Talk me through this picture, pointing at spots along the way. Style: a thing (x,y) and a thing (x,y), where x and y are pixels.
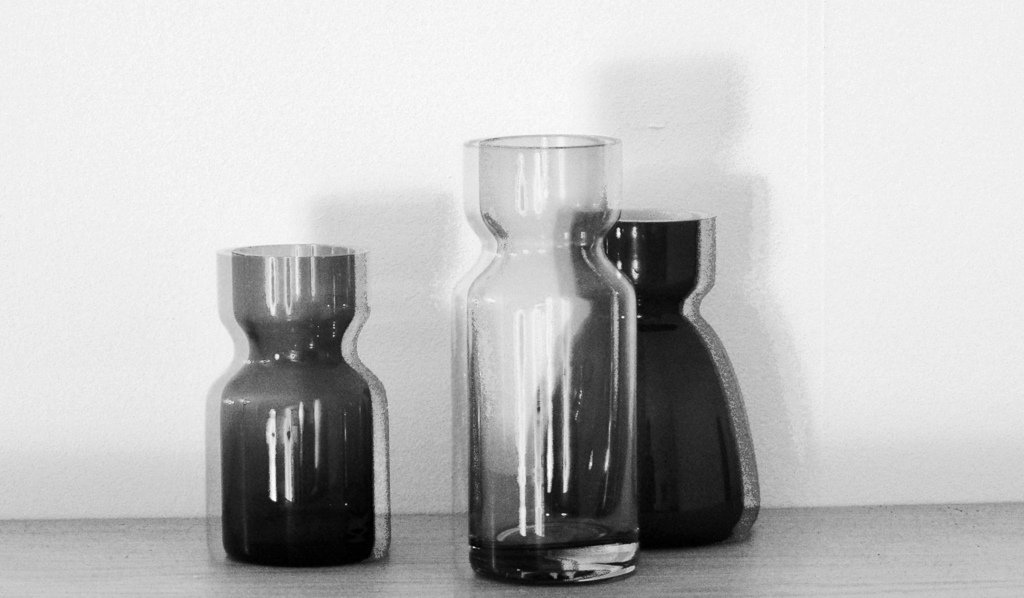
It is the black and white image in which there are three glass flasks (542,454) on the floor (797,564).
